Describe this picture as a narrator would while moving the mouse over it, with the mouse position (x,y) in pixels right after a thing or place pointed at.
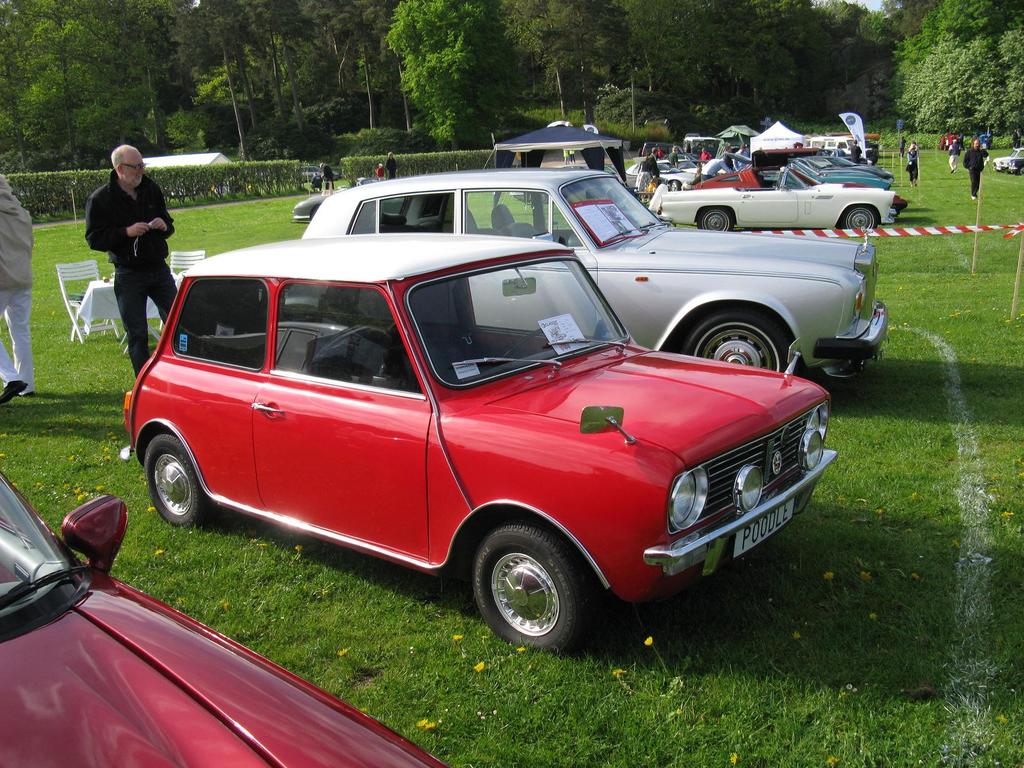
There are cars (578,274) in the center of the image (498,336) on the grassland (933,318) and there are tents (784,143), cars (752,169), people (648,161) and greenery (459,161) in the background area (555,114), there are men (130,307), chairs (75,289) and a table (103,312) on the left side (141,210).
